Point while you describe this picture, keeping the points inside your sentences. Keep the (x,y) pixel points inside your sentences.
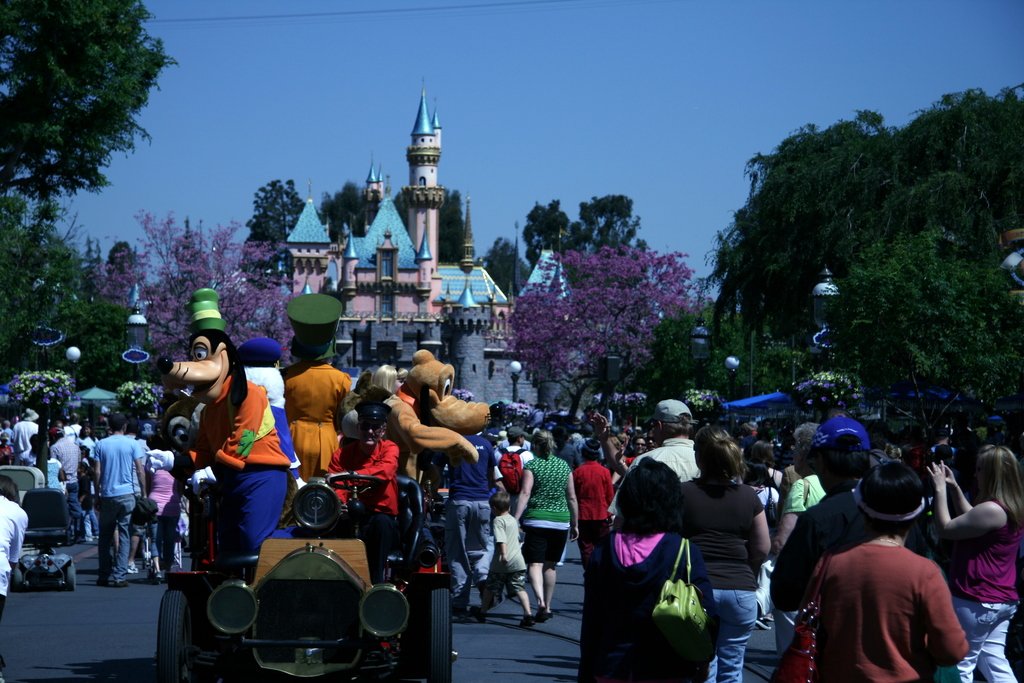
Here in this picture we can see a number of people (589,502) standing and walking on the road (559,570) and in the middle (354,452) we can see some people (272,412) who are in costumes (317,474) travelling in the jeep (301,492) and in the far we can see a castle (395,258) present and we can also see plants (798,317) and trees (781,282) covered over there and we can see the sky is clear.
